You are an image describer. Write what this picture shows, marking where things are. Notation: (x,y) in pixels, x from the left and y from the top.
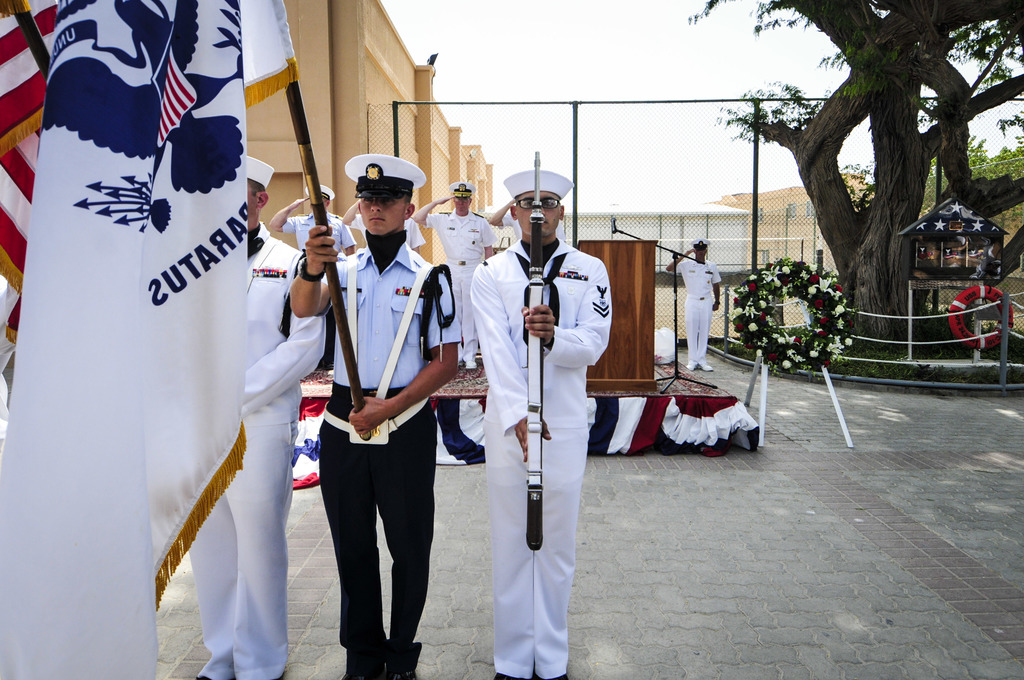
In this picture there are people (367,513) in the center of the image (437,313), by holding flags (238,0) in their hands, it seems to be there are sailors (569,291) and there is a stage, on which there is a mic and a desk (625,263) in the background area of the image (608,264), there is a tree (893,200) and a stall (925,261) on the right side of the image (872,312), there is a net (617,122) and buildings (423,92) in the background area of the image (715,125) and there is a loop of flowers (832,329) in the background area of the image (832,344).
